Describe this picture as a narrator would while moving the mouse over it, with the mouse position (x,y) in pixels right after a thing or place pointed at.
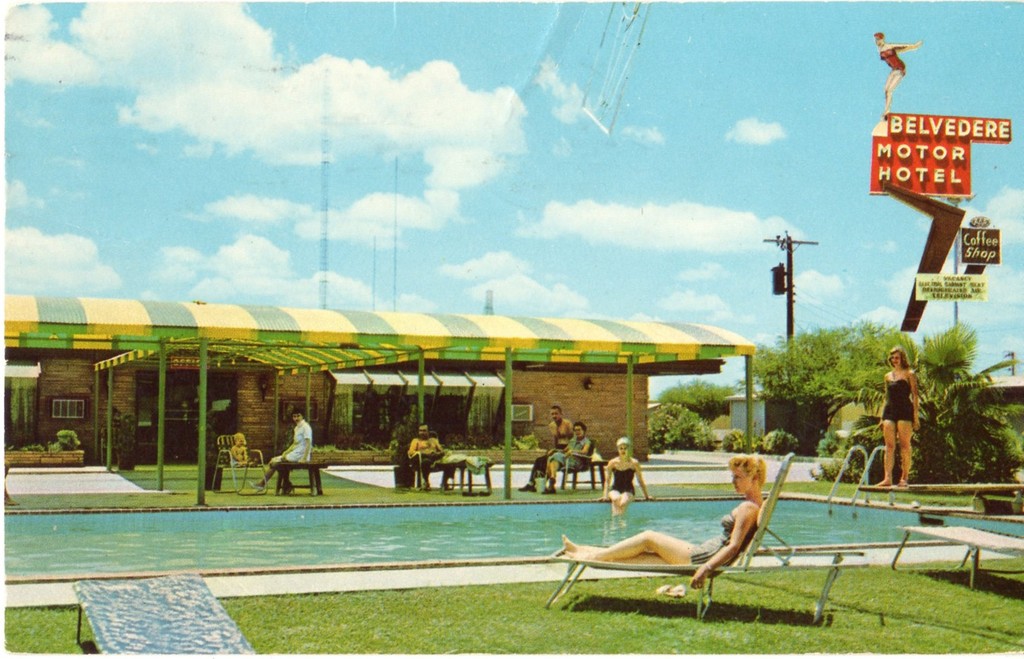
Here, we can see a swimming pool (454,531), there are some people (623,456) sitting, there is a shed (330,322), we can see some green color plants (925,387) and trees (783,375), at the top (706,87) there is a sky (683,29) and we can see some clouds (317,70).
